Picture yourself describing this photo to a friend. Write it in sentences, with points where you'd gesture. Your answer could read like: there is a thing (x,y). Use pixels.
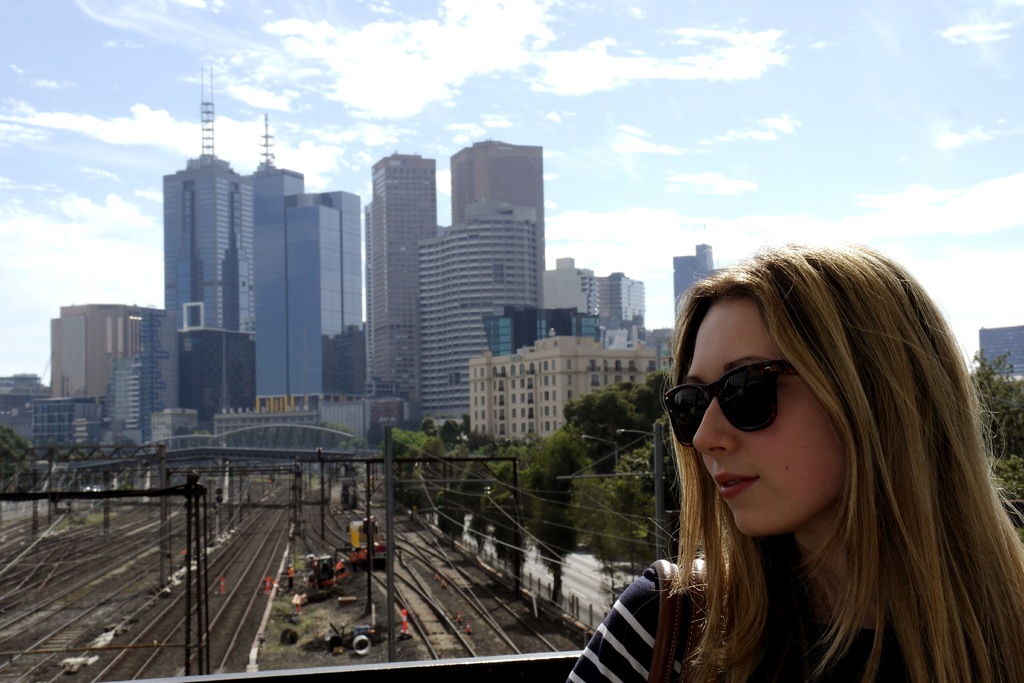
In this image I see a woman (765,408) over here who is wearing black shades (700,408) and I see the tracks (319,519) over here and I see the rods (317,459). In the background (439,479) I see number of trees (644,522), wires (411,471), buildings (440,347) and the clear sky (113,204).
